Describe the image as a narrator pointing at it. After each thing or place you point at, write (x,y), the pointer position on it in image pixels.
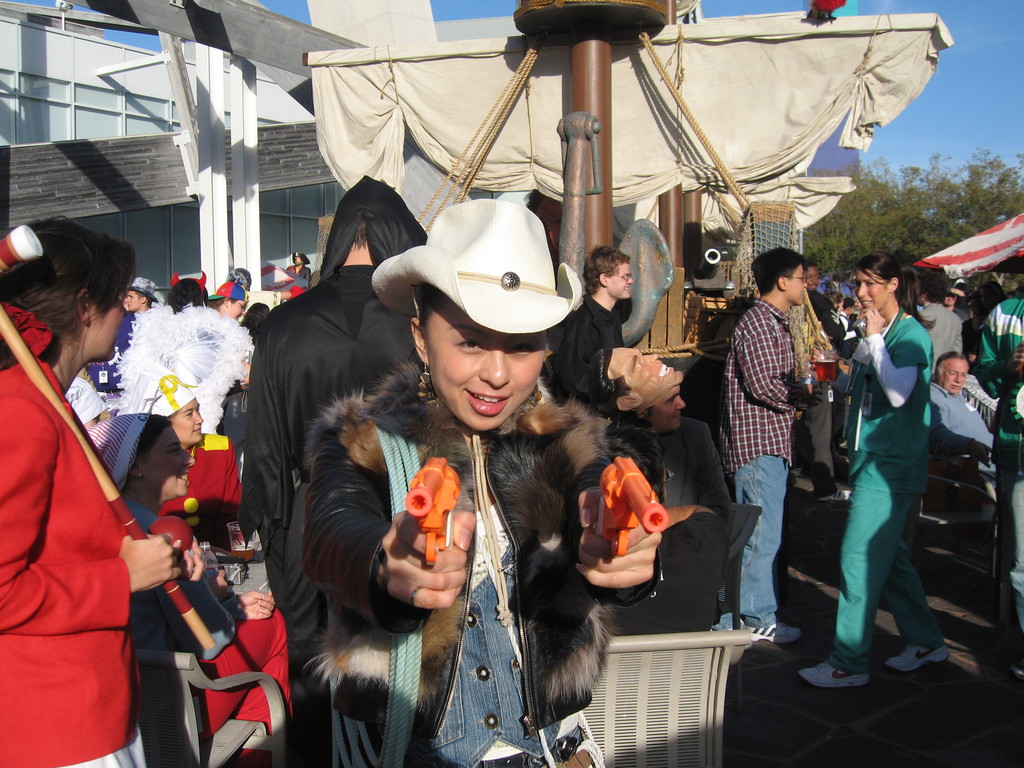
In this picture we can see a woman (415,764) and she is holding guns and in the background (833,344) we can see a group of people (51,763), building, clothes (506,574), trees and the sky (1006,51).
